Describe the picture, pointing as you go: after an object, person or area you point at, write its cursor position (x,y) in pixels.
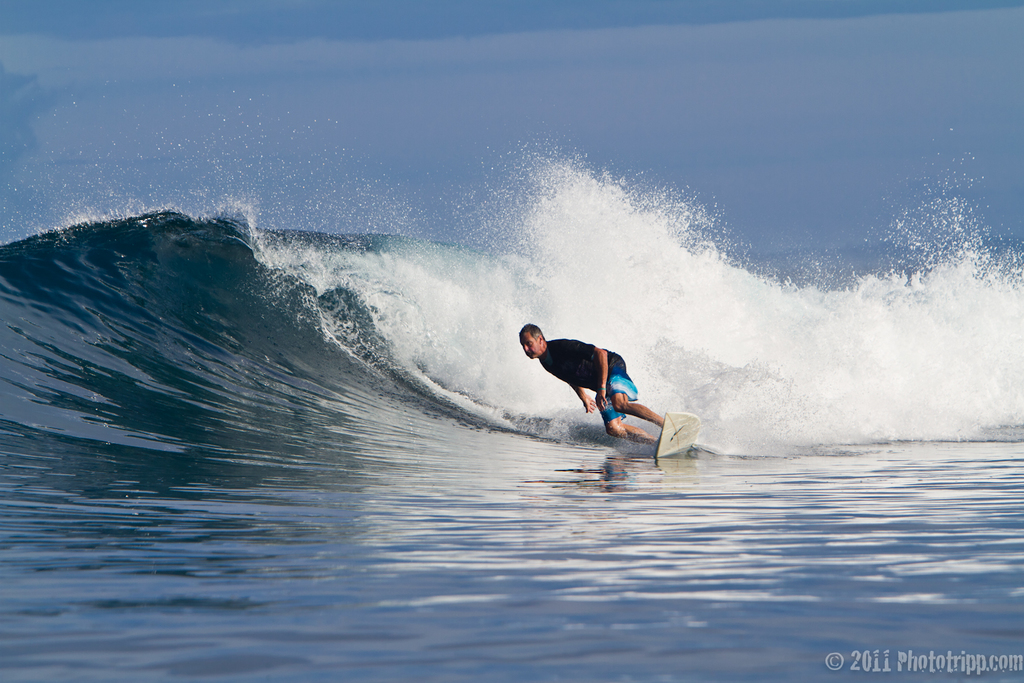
This picture is clicked outside the city. In the center (601,375) there is a person (535,351) surfing on the surfboard (665,447). In the background (325,297) we can see the ripples (333,525) in the water body (913,378). At the bottom right corner (973,674) there is a watermark (868,654) on the image.
